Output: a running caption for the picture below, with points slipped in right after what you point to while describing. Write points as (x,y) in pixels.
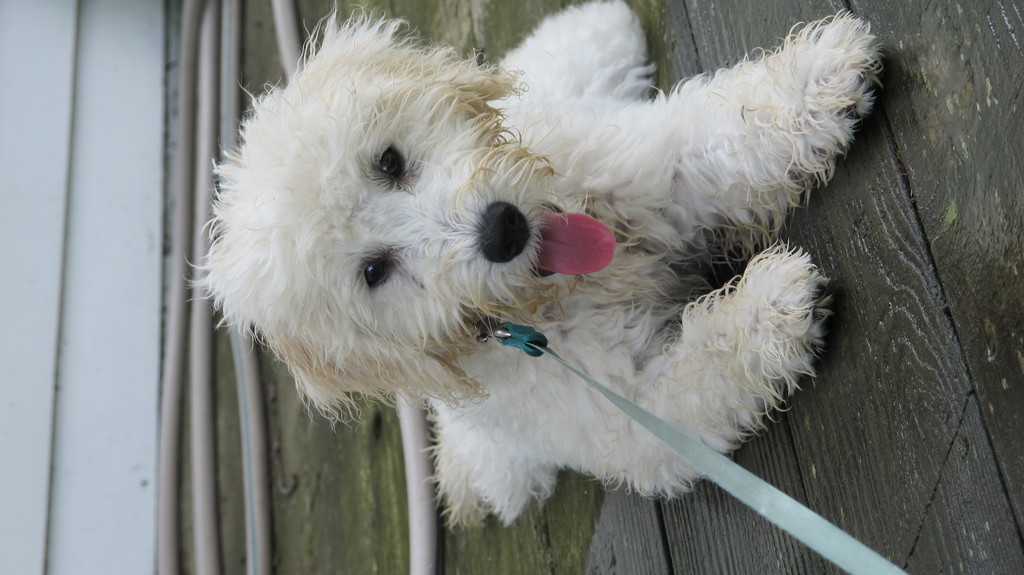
In this image there is a dog (518,285), behind the dog (295,199) there is a plastic pipe (204,301).
